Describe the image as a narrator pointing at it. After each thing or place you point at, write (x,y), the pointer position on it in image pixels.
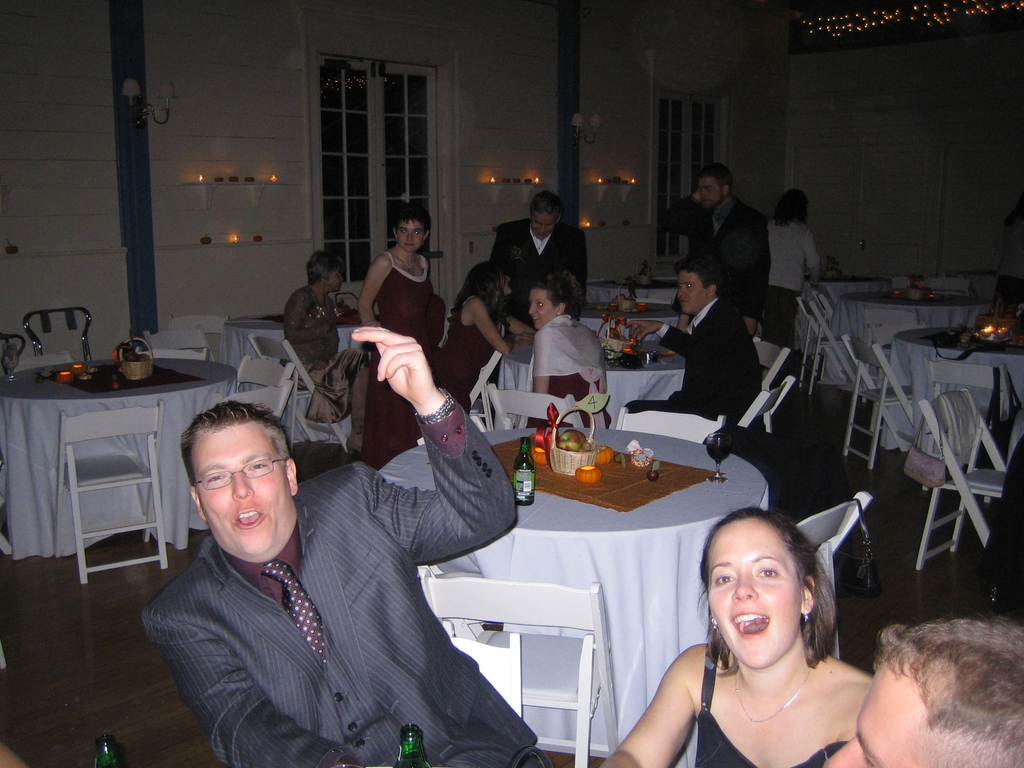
In the picture we can see a people (555,300) sitting on the chairs (536,405) near the table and we can see in a background (76,333) a wall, window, candles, and light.
